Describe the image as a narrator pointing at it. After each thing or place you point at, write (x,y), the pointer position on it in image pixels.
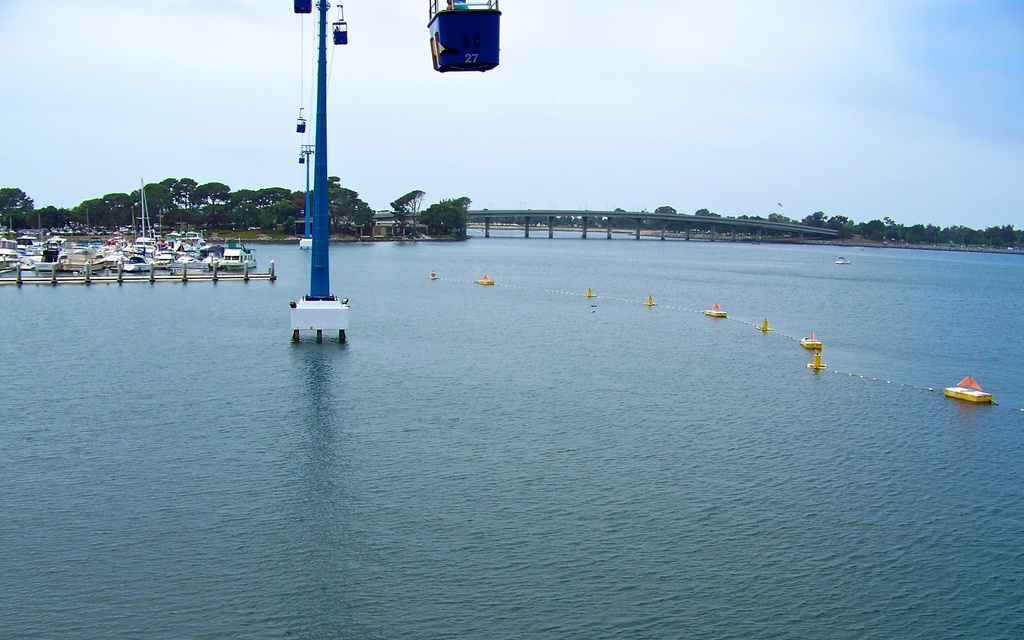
In this image we can see a rope way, some objects (978,398) floating on the water (535,388), we can see boats (188,245) floating on the water (209,311), we can a bridge (514,220), trees (196,216) and the sky (525,128) in the background (661,128).
